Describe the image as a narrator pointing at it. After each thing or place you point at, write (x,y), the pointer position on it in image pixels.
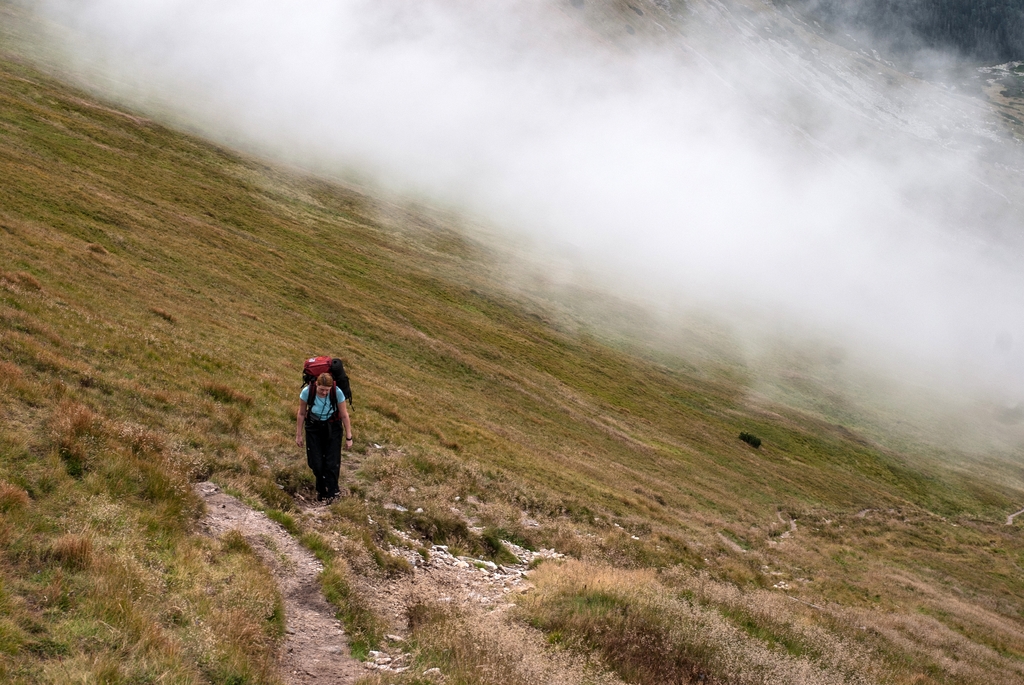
In this picture we can see a person (320,440) is standing on the grass path (301,487) and behind the person (335,425) there is fog (410,61) and hills (941,27).
